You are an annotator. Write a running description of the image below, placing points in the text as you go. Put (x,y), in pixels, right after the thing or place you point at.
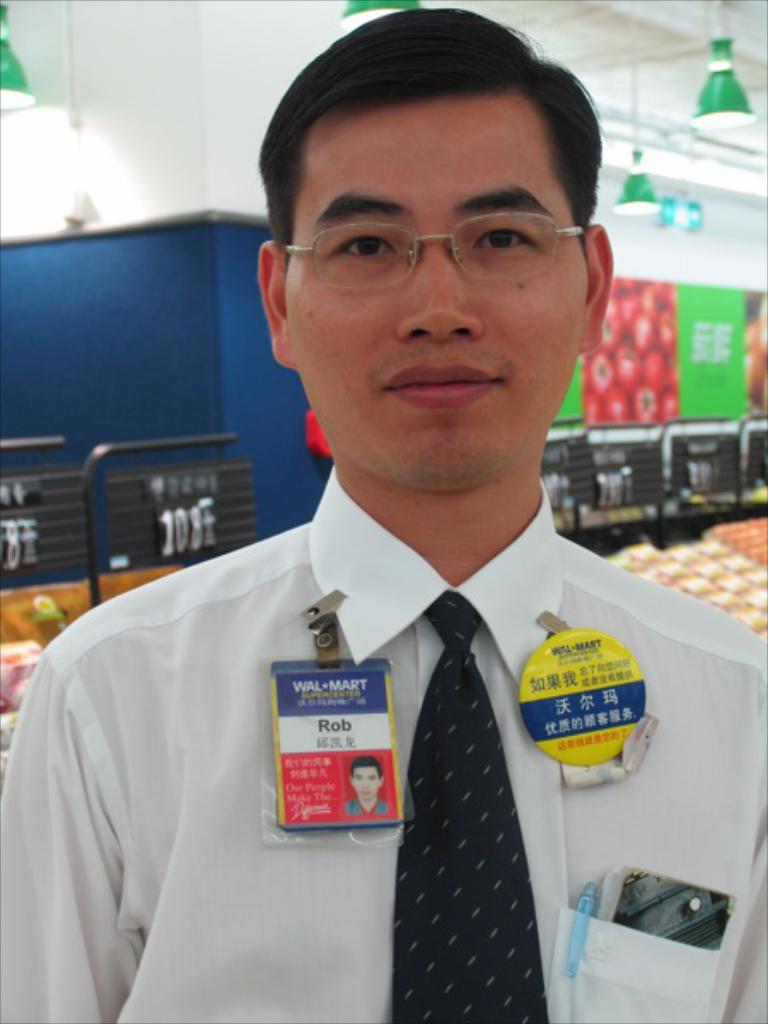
In this image, we can see a person (435,445) wearing clothes (337,972) and badges (553,708). There is a wall (92,328) in the middle of the image (294,372). There are lights (651,207) hanging from the ceiling (641,63).
